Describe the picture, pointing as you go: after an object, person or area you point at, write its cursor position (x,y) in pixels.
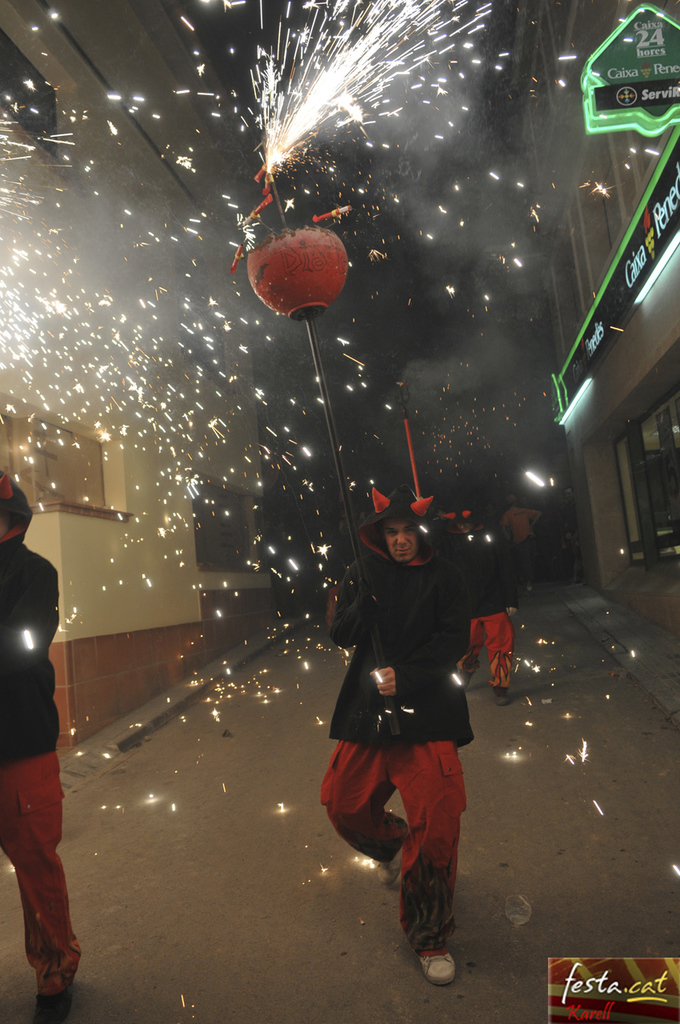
This picture describes about group of people (441,903), they are walking on the road (122,815), and few people (384,745) are holding metal rods (328,419), in the background (661,314) we can find few houses (674,279), lights (671,128) and hoardings (625,69).
